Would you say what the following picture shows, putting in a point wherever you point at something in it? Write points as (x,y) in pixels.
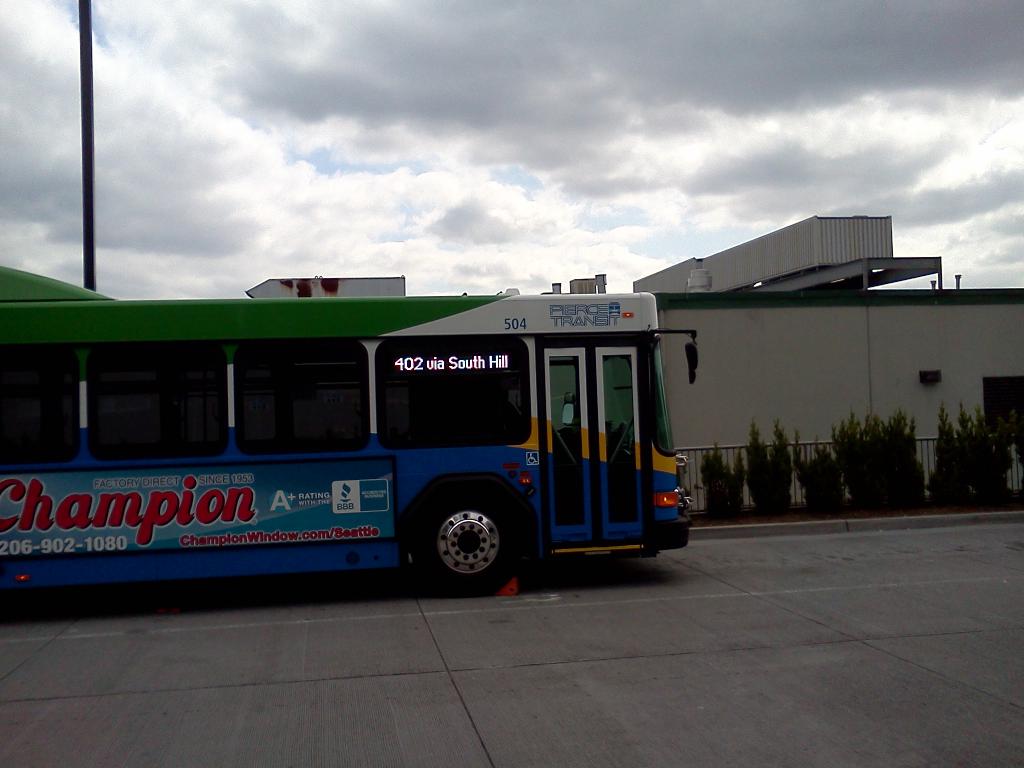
There is a road (446,613) in the foreground area of the image (1005,572), there is a vehicle (644,415), plants (718,472), boundary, house structure (781,313), pole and the sky (420,181) in the background (420,181).
